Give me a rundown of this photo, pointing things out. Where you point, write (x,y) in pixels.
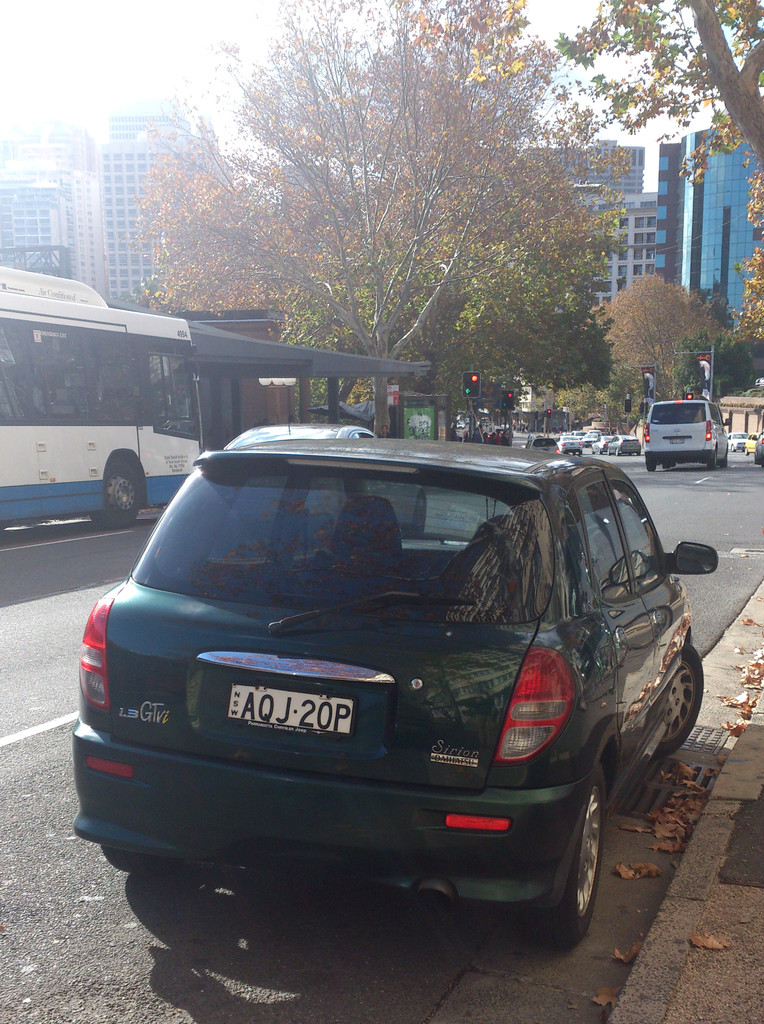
In this picture we can see few vehicles (270,618) on the road (75,601), in the background (473,372) we can find few traffic lights (472,385), trees (624,378) and buildings (34,213).
